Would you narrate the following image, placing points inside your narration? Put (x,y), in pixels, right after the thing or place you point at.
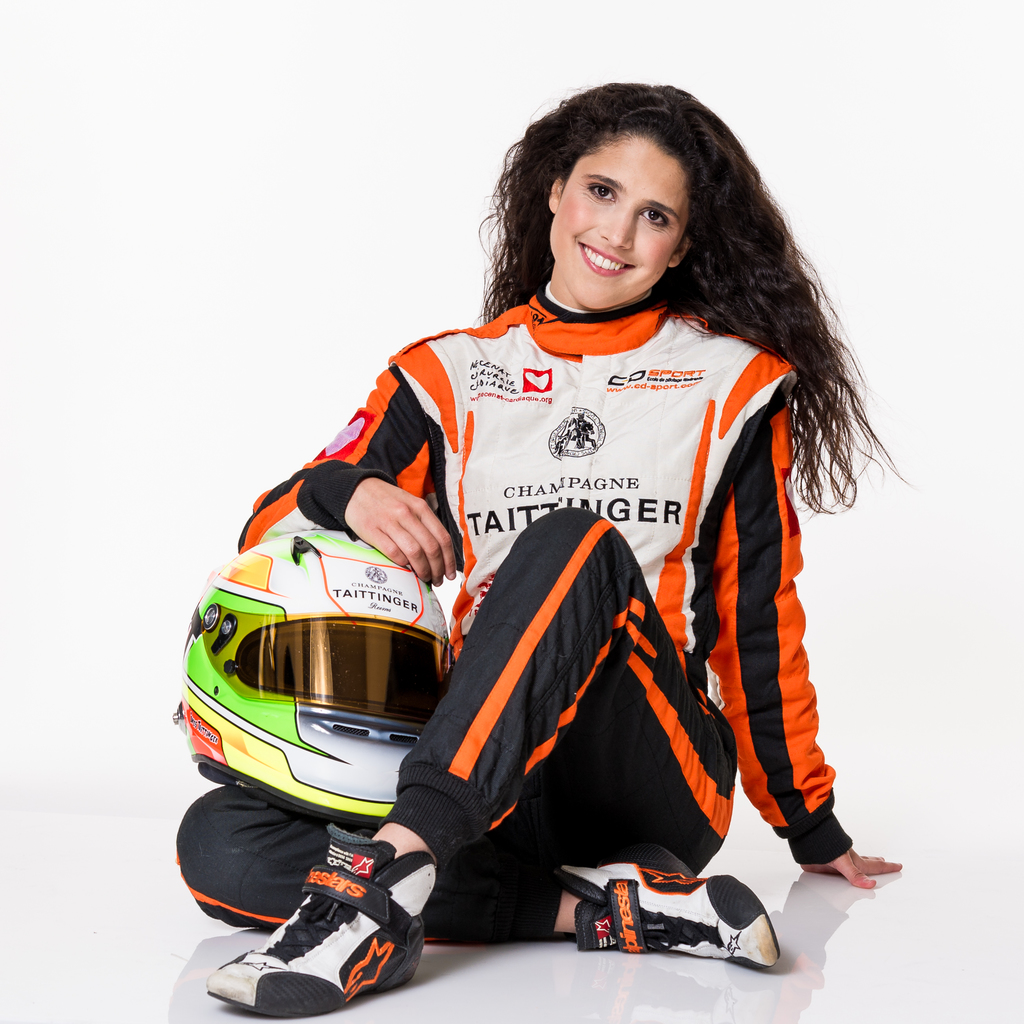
Here I can see a woman (549,417) wearing a jacket (668,477), shoes (397,948), holding a helmet (336,642) in the hand (372,527), sitting, smiling and giving pose for the picture. The background (286,148) is in white color.
